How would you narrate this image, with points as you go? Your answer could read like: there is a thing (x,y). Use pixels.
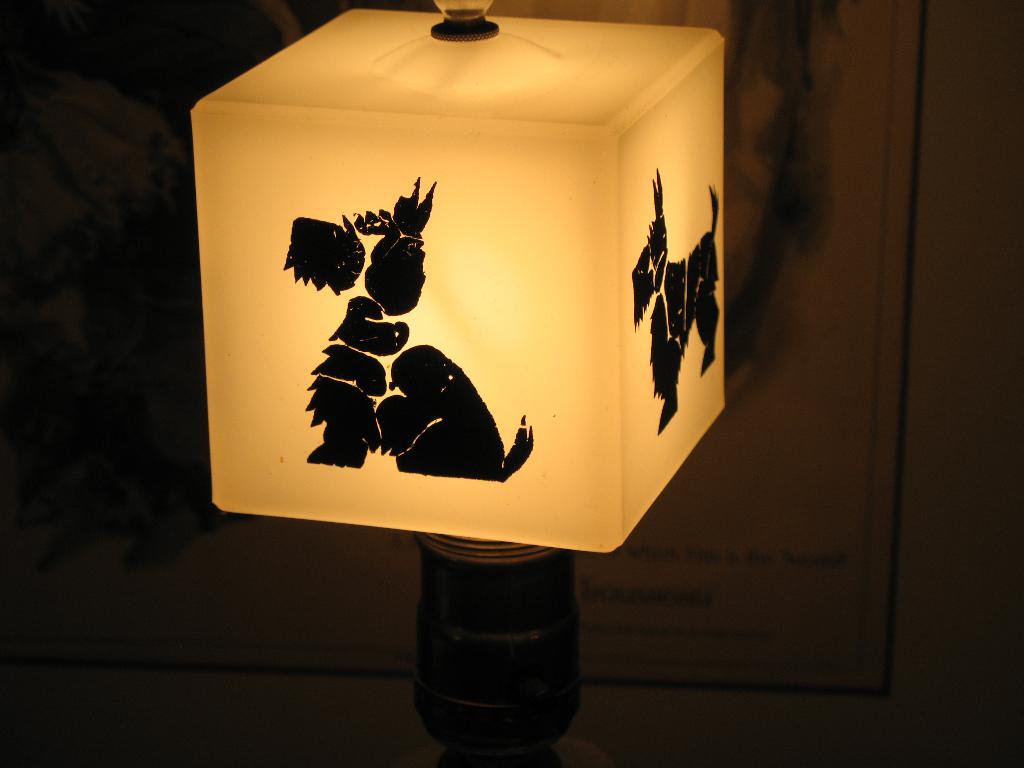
In the image there is a square shaped lamp (557,187) with a dog image (404,310) on it, on background (61,311) it seems to be a framed picture (157,411).
